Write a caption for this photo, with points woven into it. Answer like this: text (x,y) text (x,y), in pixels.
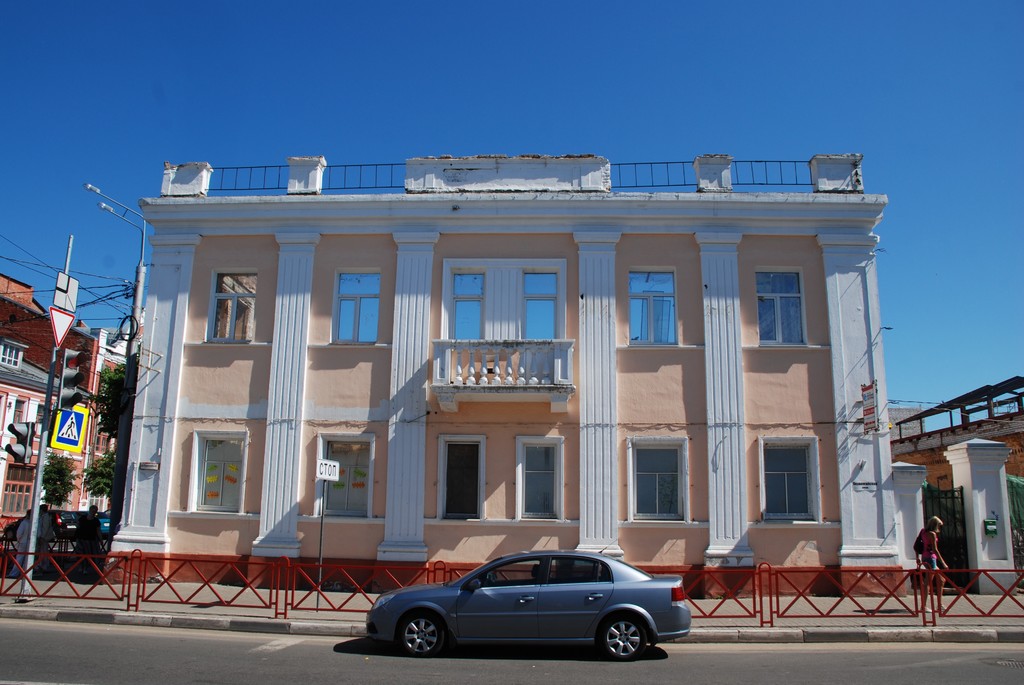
In this image we can see few buildings (749,463) and they are having many windows (639,460). There is the sky (148,257) in the image. There are few vehicles (525,593) in the image. A car (549,596) is parked. A person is walking on the footpath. There are few street lights (141,295) and cables (124,283) in the image.
